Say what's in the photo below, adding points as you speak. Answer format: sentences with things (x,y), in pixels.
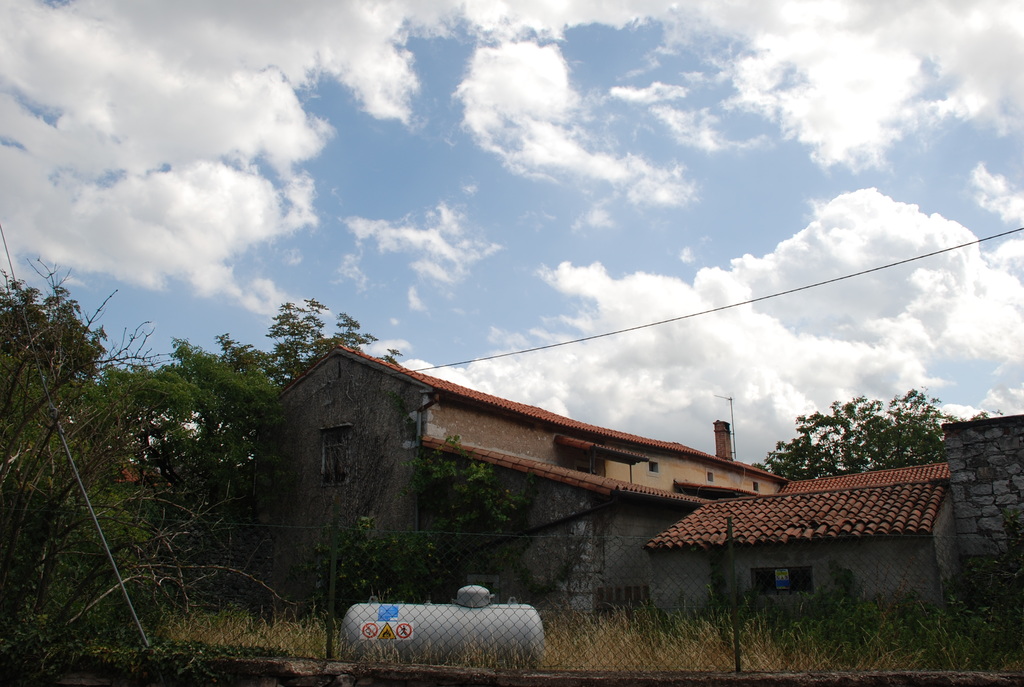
In this image there are sheds (459,443) and we can see trees (72,470). At the bottom (292,640) there is a fence (409,658) and we can see a tanker (432,633). In the background (546,285) there is sky (617,226) and we can see a wire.
